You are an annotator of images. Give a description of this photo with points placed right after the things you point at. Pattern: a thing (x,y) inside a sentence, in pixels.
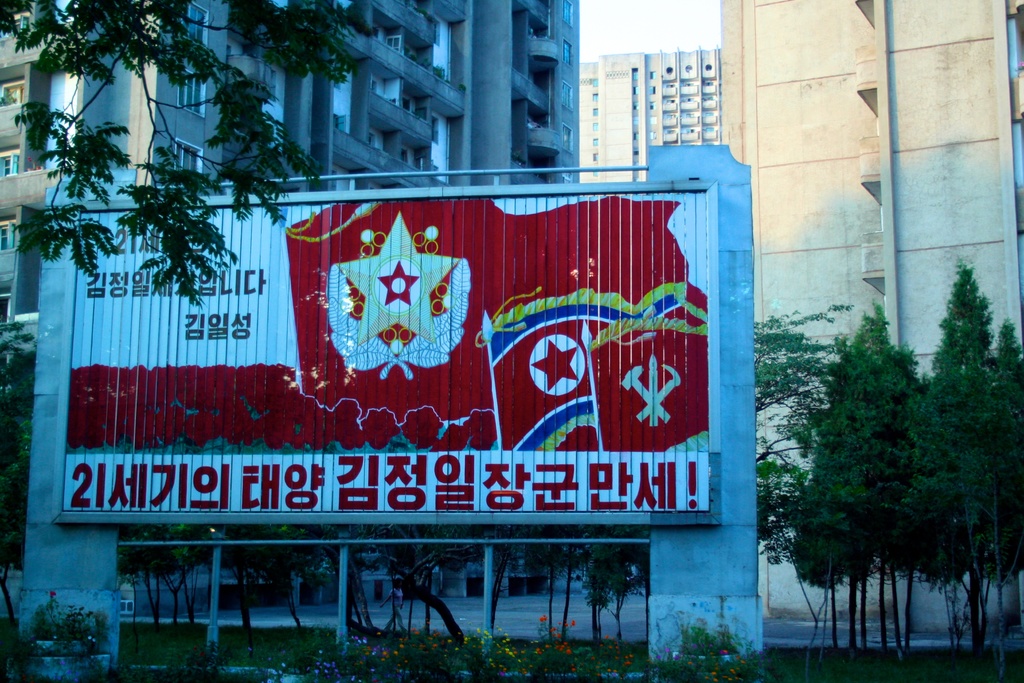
In this picture there is a poster (594,257) on the left side of the image (310,236) and there are trees (316,17) and buildings (688,122) in the background area of the image (964,353).
